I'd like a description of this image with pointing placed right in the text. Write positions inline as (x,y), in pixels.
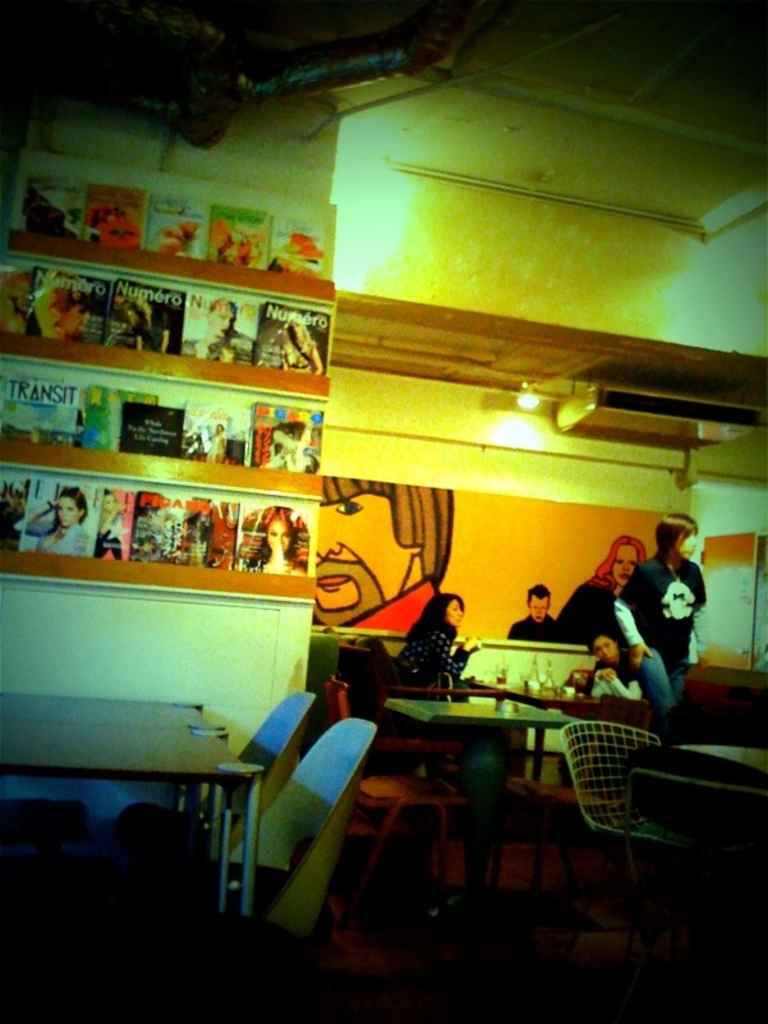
In the picture I can see people (615,691) among them some are sitting on chairs (625,727) and one woman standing on the floor (460,935). Here I can see tables (526,722), chairs (287,808), lights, painting (514,538) on the wall (509,427) and some other objects (230,525) on the floor (432,893).
